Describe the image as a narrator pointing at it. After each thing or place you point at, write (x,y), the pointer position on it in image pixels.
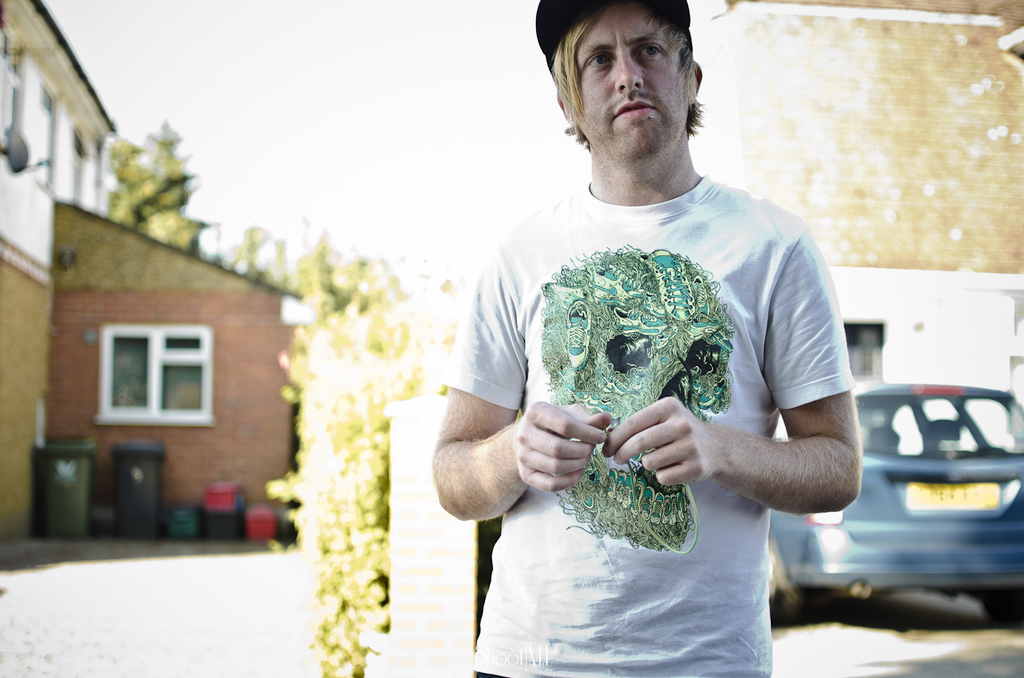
In this picture we can see a person (598,590), at the back of him we can see a vehicle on the ground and in the background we can see buildings (829,15), sky (477,250) and some objects (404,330).
